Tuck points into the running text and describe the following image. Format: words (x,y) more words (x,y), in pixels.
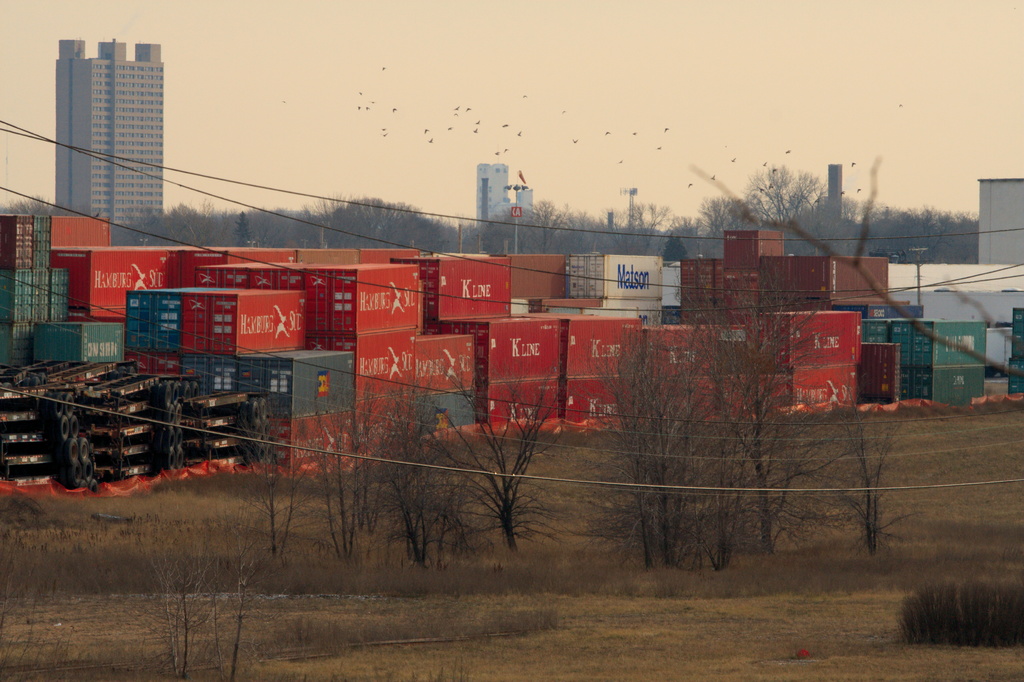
In this image I can see number of trees (408,428), grass (448,674), number of containers (318,334), few black colour tyres (156,417), few buildings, number of birds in air (808,157) and on these containers (808,345) I can see something is written. I can also see wires (416,210).
